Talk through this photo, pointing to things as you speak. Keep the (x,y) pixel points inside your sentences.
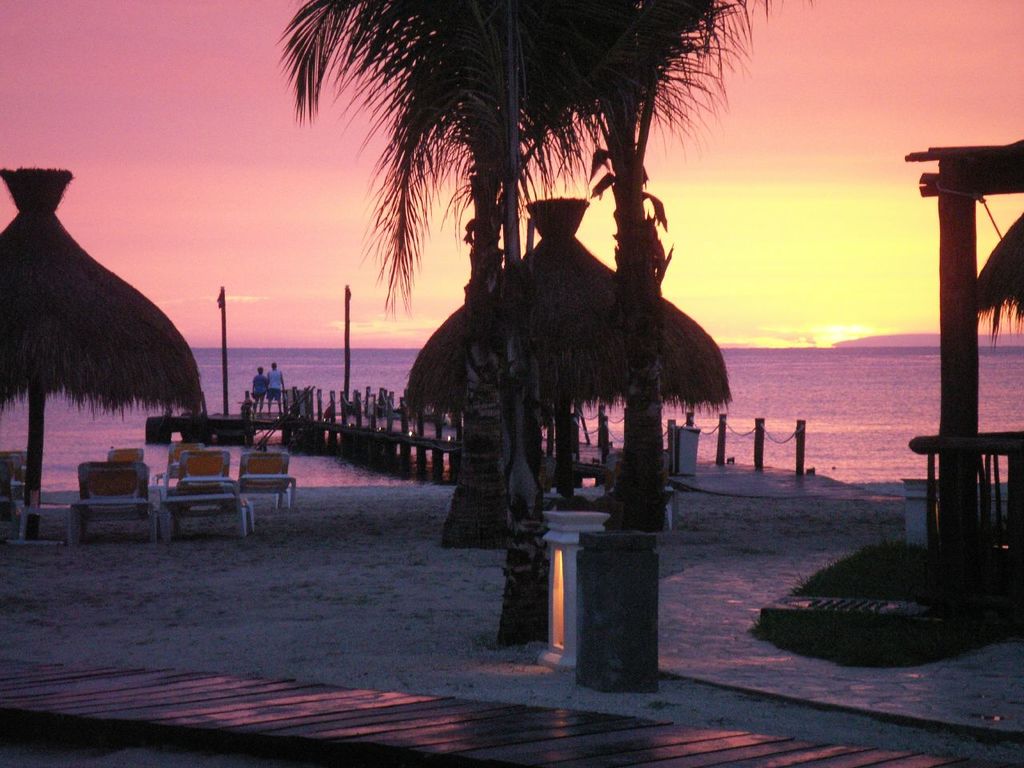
This image is taken outdoors. At the top of the image (207,168) there is a sky (296,264) with clouds (356,331) and sun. At the bottom of the image (70,699) there is a wooden pavement (176,704) and there is a ground (351,633). In the middle of the image (677,316) there is a hut (596,351) and there are a few trees (610,91). There is a fence (359,399) on the wooden pavement (410,435) and two men (275,409) are standing on the wooden pavement (310,431). In the background (853,375) there is a sea (765,391) with water (741,400). On the left (55,353) and right sides of the image there are two huts (97,305) and there are a few empty resting chairs (187,483) on the ground (372,564).
